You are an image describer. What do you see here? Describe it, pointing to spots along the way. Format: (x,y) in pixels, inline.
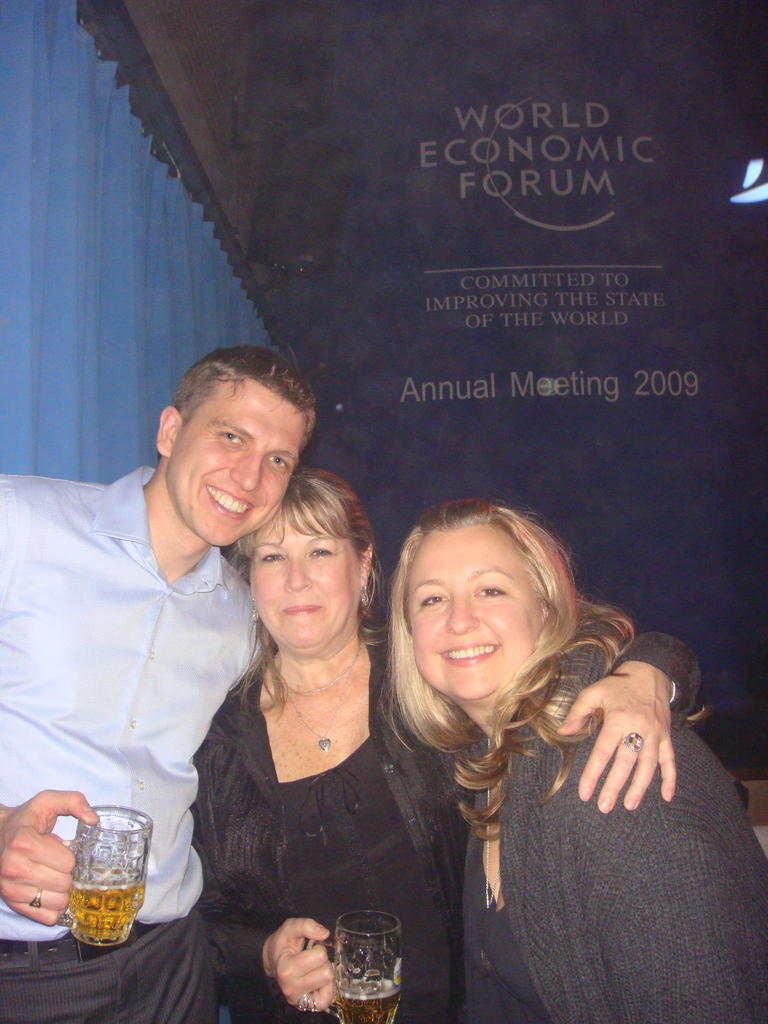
In the center (264,447) we can see three persons (366,646) were standing and holding glass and they were smiling. In the background (271,270) we can see curtain (102,279) and wall (619,438).
